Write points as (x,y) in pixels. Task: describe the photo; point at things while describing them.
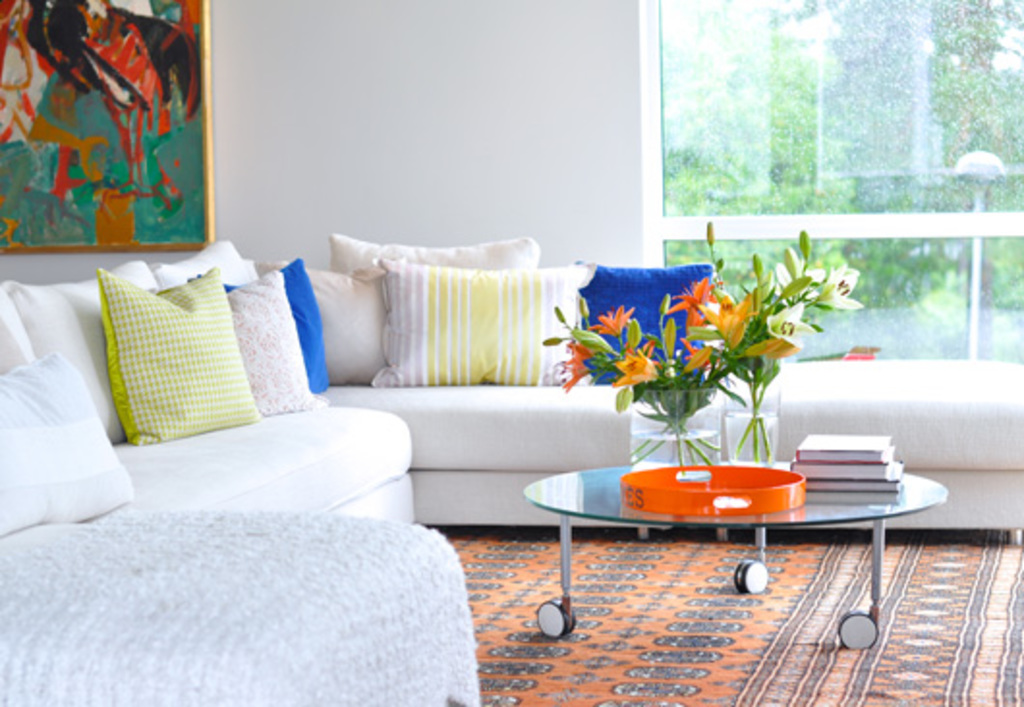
This is a white color couch (375,420) with some cushions (353,371) and pillows (372,311) on it. This is a glass teapoy (587,518). These are the books (857,453), flowers (755,314) inside the glass jar (713,438) and a orange object (739,505) on the teapoy (815,515). At background (189,195) I can see a photo frame (201,99) attached to the wall (376,121). This looks like a window (885,158) with closed glasses (888,172). I can see a street light (977,195) through the window (987,235). This is the carpet (686,671) on the floor (901,664).
